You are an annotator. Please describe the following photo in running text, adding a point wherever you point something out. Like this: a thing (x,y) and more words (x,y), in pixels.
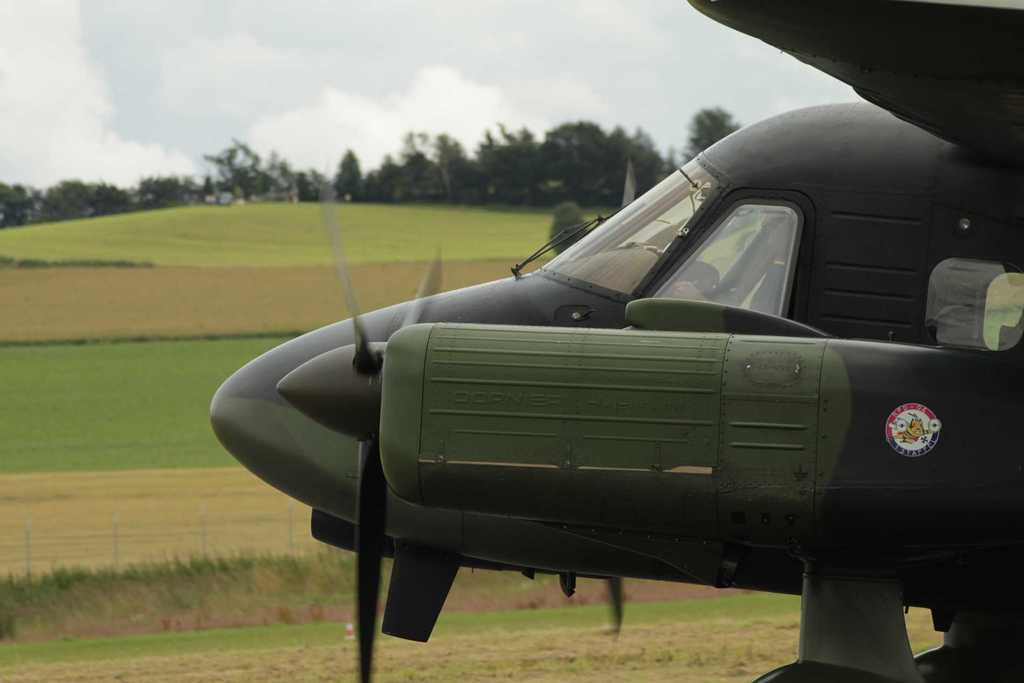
In this picture we can see a plane (691,314) on the ground (755,670). In the background (161,250) we can see mountain (176,228), farm land (180,277) and trees (601,173). At the top (512,27) we can see sky (467,35) and clouds (476,38). In the bottom left corner (297,531) we can see the fencing (244,527).
